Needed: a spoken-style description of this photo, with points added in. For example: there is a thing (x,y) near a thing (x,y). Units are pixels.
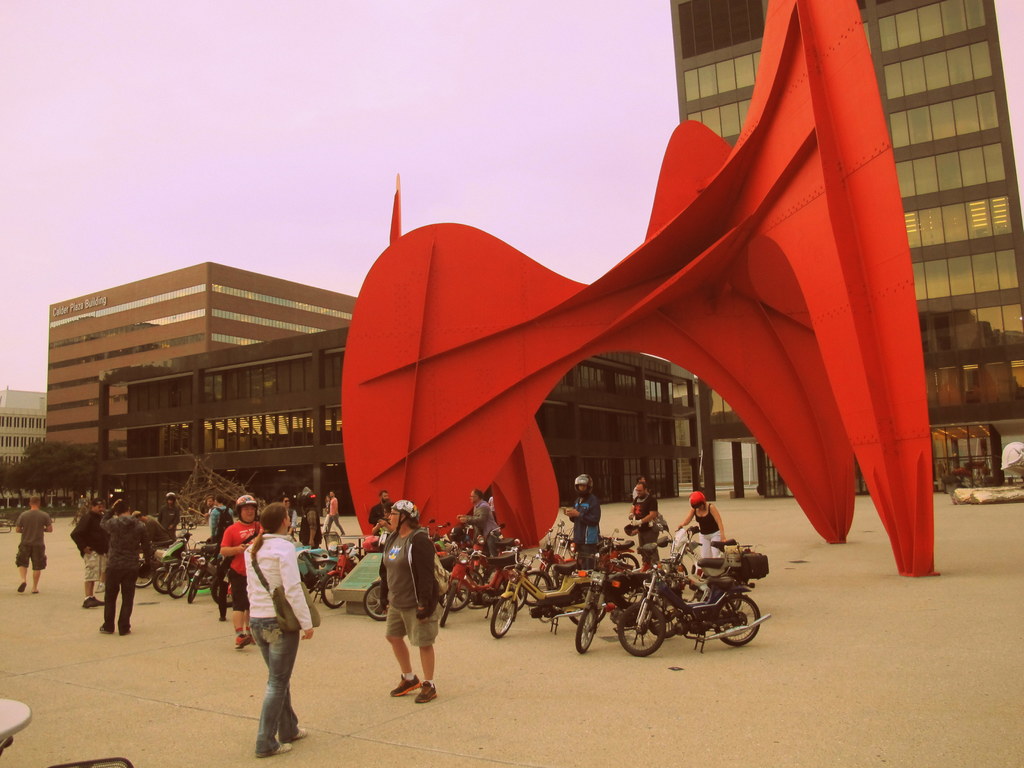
In this image, there are groups of people (278,520) standing. These are the motorbikes (672,602), which are parked. I can see the buildings (235,381) with glass doors (956,437). This looks like a modern sculpture (489,348), which is red in color. These are the trees (57,470).
